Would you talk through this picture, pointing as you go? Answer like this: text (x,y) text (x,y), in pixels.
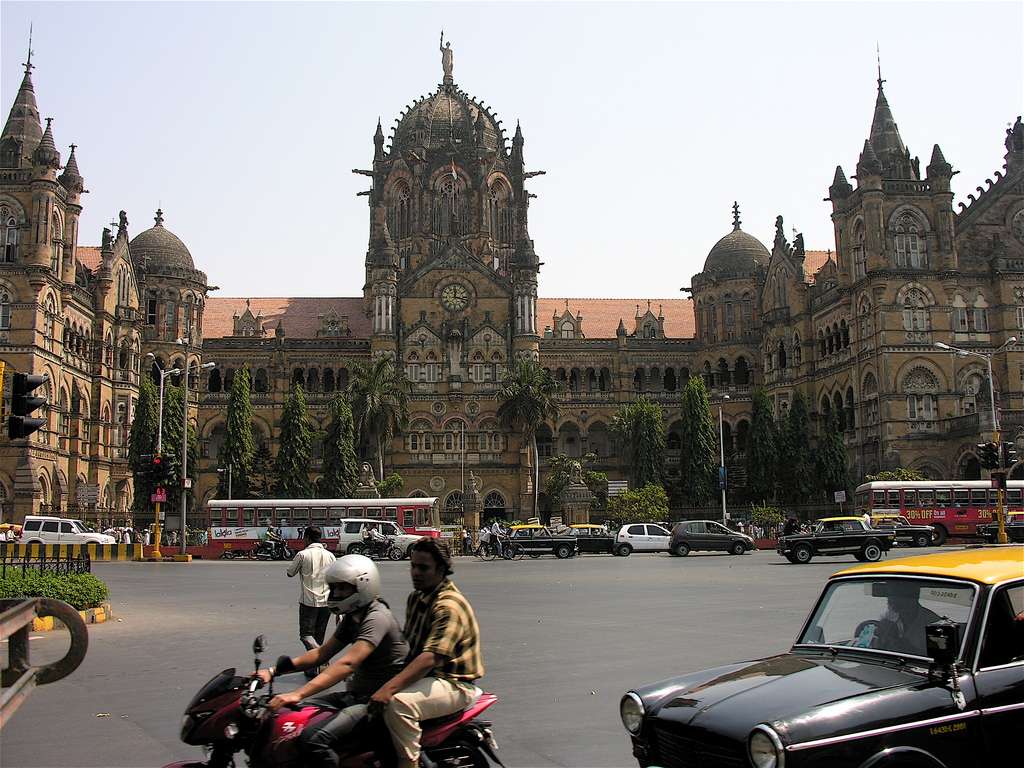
In this picture there is a building (402,350) with a clock (452,305). In front (769,432) the building (732,437) there are some trees (281,440), there are some vehicles (723,537) like buses (377,506), cars (555,536), and there are some street lights (990,368). And a traffic signal (1001,464) on the street lights (1000,490). Into the right bottom corner there is a car (952,731). Inside the car (849,695) there is a driver (910,636). On the bike (289,721) there are two persons (408,639) sitting and one is wearing helmet (365,599). And other person (305,597) is walking on the road (240,602). To the left side (30,585) corner there are some plants (40,583).
